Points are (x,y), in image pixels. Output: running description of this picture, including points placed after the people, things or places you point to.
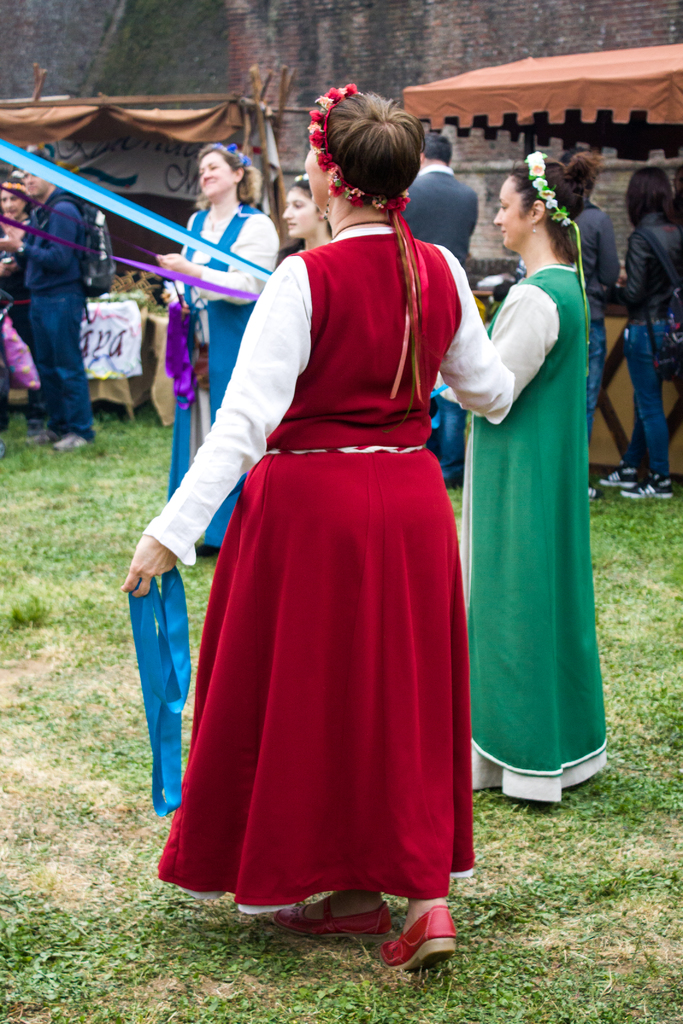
In this image there are persons (253,392) standing and walking. In the background (490,101) there are tents (490,101) and there are banners (139,166) with some text (169,175) written on it and there is a wall (245,58). In the center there is grass (69,632) on the ground (72,597).
